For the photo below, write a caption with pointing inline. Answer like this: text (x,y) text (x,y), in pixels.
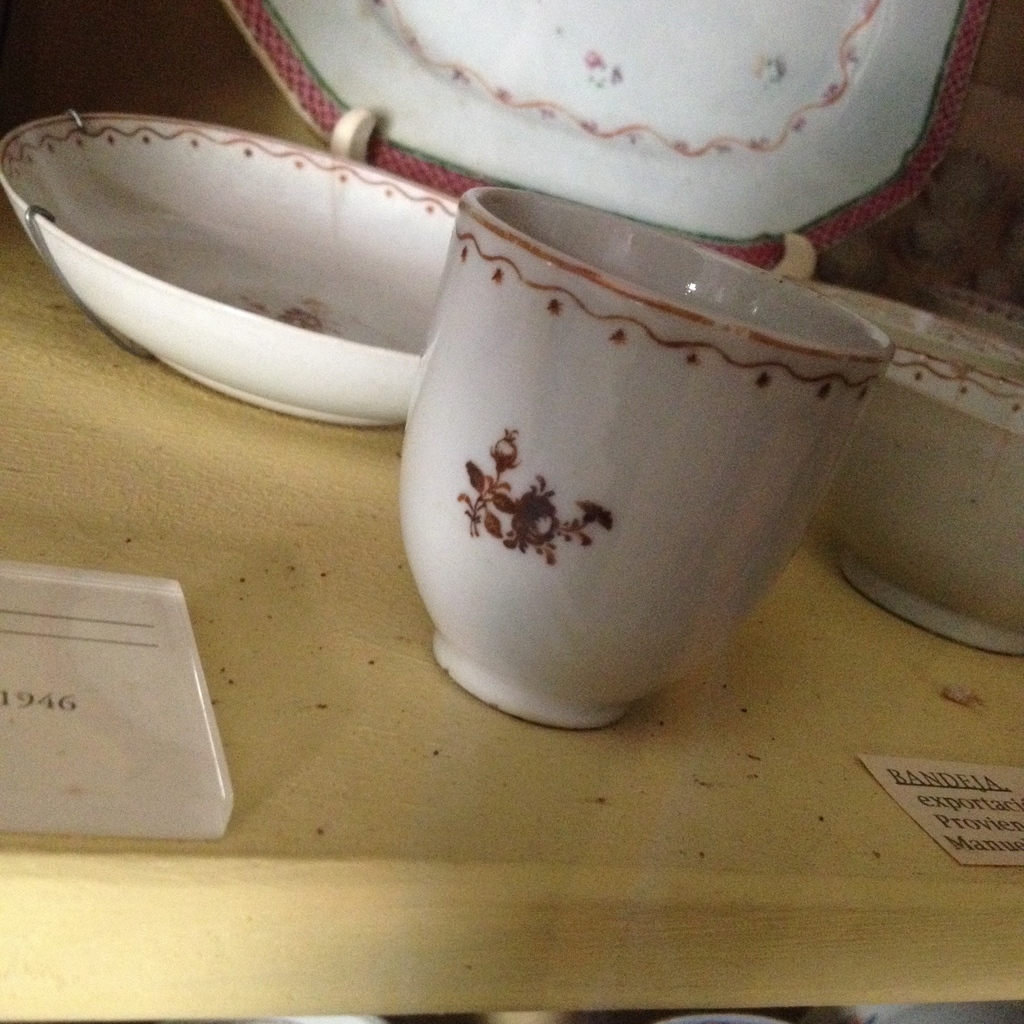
In this picture, we see a wooden table (558,816) on which a plate (657,139), cup (628,236) and the bowls (931,356) are placed. On the left side (113,663), we see a board (155,712) with the numbers (46,693) written on it. On the right side (920,818), we see a card (975,775) with some text (967,827) written on it.
